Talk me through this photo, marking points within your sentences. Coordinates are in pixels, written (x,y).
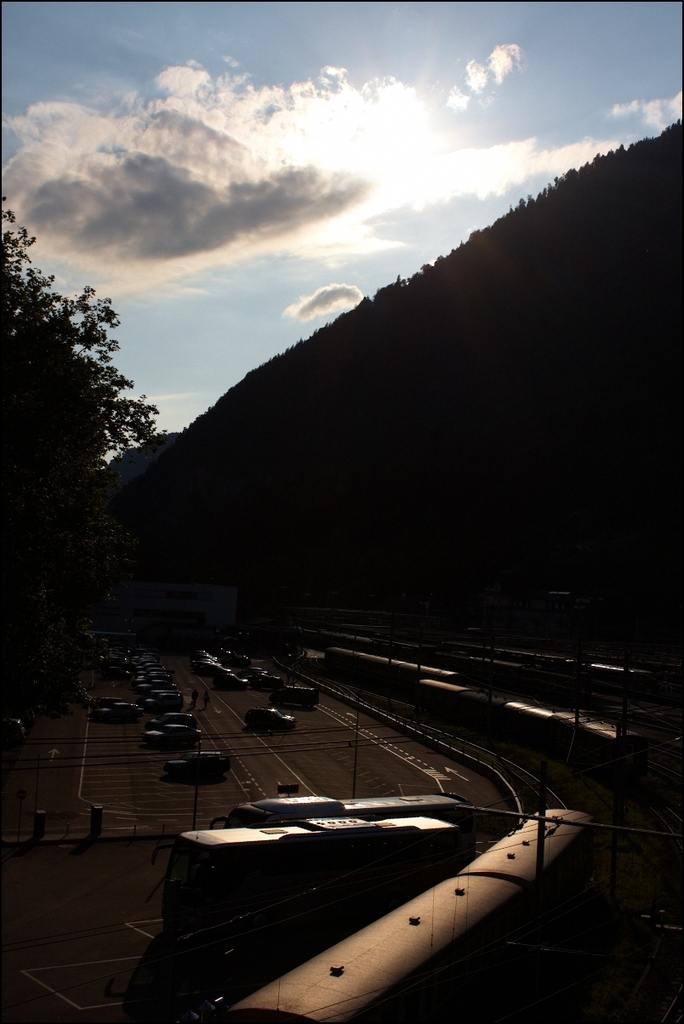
In this picture we can see a few vehicles (298,802) on the path (134,744). There is a train (484,990) on a railway track (398,636). A tree (80,562) is seen on the left side (69,428). Sky (124,330) is blue in color and cloudy.
